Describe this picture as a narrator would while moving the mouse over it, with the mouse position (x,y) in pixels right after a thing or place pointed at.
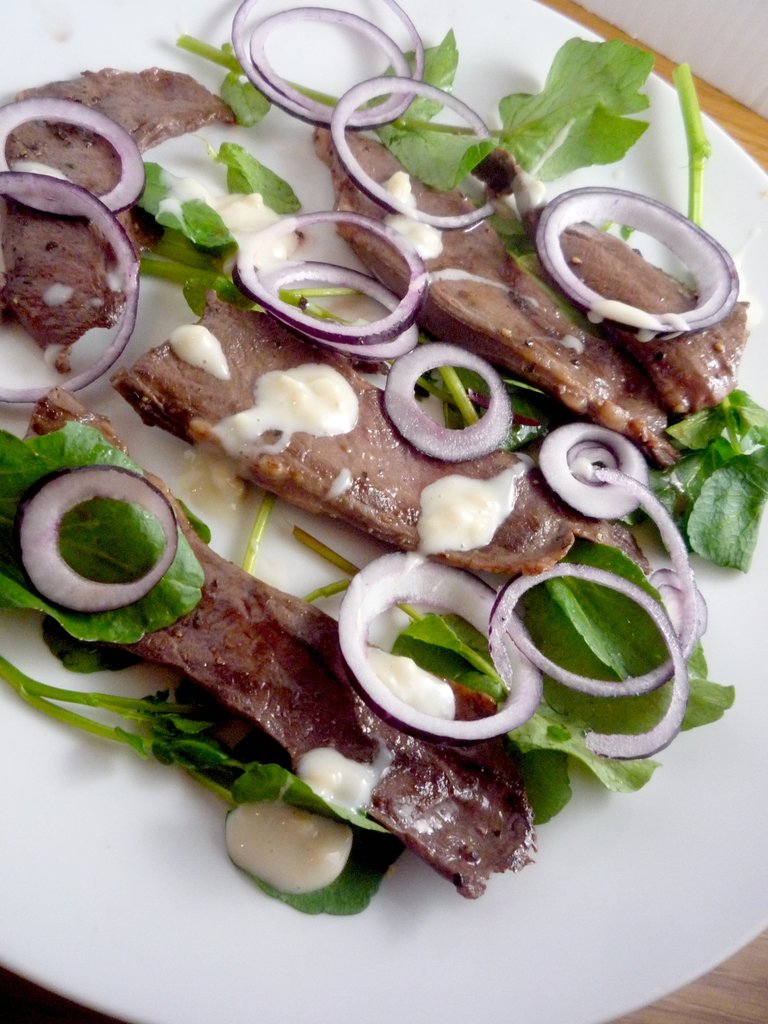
In the center of the image (428,376), we can see food (425,438) on the plate (575,921), which is placed on the table (738,992).
